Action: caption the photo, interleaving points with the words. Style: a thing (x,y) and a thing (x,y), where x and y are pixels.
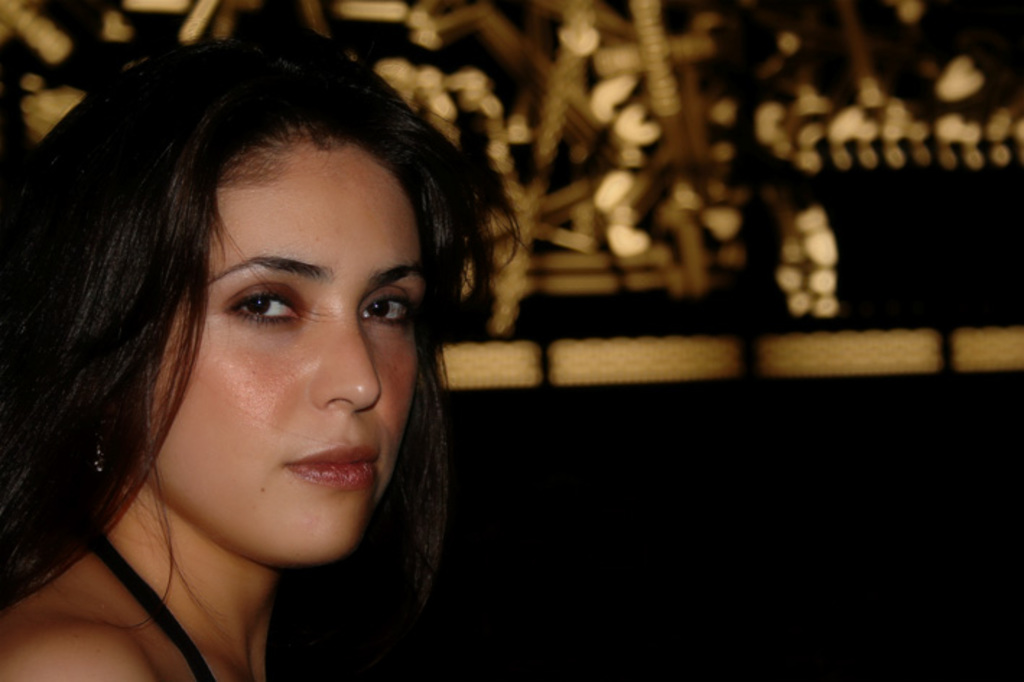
In this picture we can see a woman (188,500) here, we can see blurry background (752,418).
